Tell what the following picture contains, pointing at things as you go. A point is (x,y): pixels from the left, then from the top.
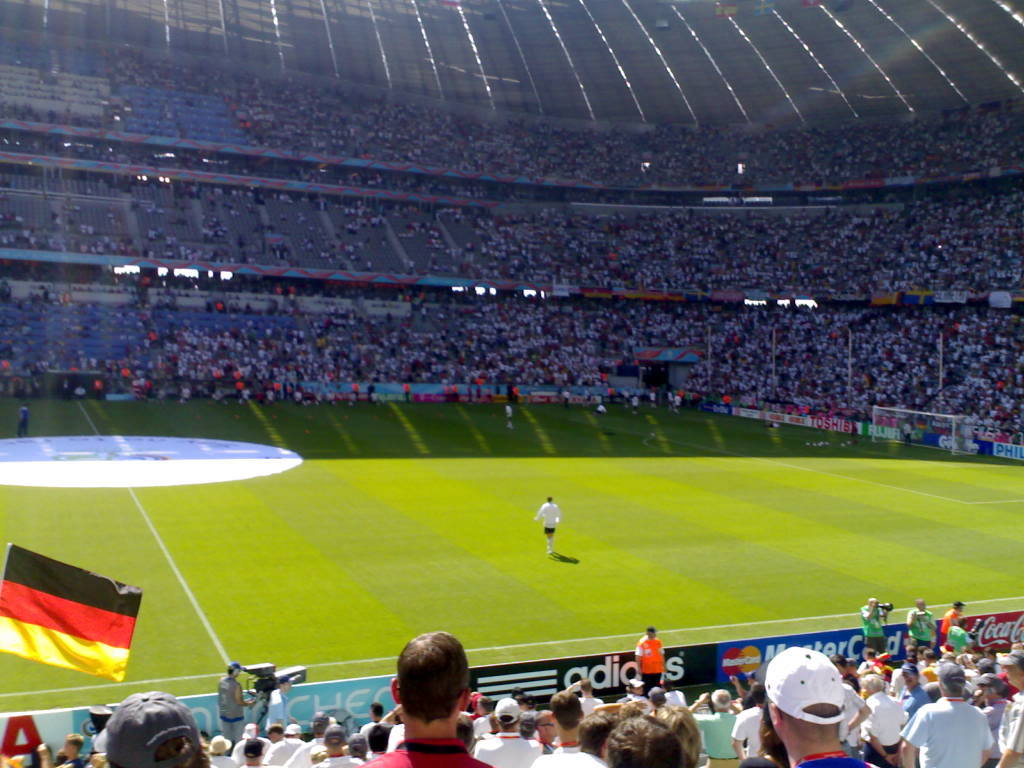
In this image a person (553,503) is walking on the grassland (538,559). There are few persons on the grassland (392,520). Behind them there is a banner (974,440). Right side (903,433) there is net (909,422). Bottom of the image (363,743) there are few persons (410,729). A person (221,710) is holding a camera (257,687). He is standing near the banner (186,701). Left side there is a flag (12,563). Top of the image (554,168) there are few persons (434,228) on the stairs (459,323).
